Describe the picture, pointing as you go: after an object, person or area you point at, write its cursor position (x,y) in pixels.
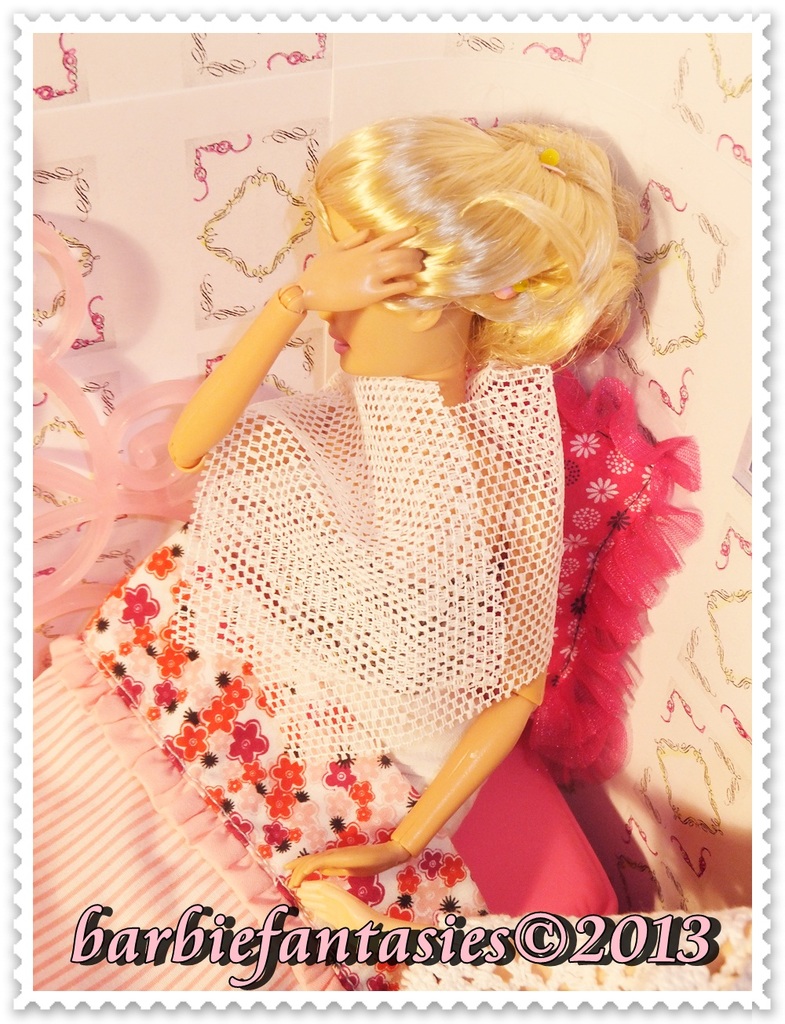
In this image I can see a woman's barbie doll (345,703) on the bed (365,817). In the background (599,651) I can see a wall (215,273) and a cushion (630,551). This image is taken may be in a room (155,284).
